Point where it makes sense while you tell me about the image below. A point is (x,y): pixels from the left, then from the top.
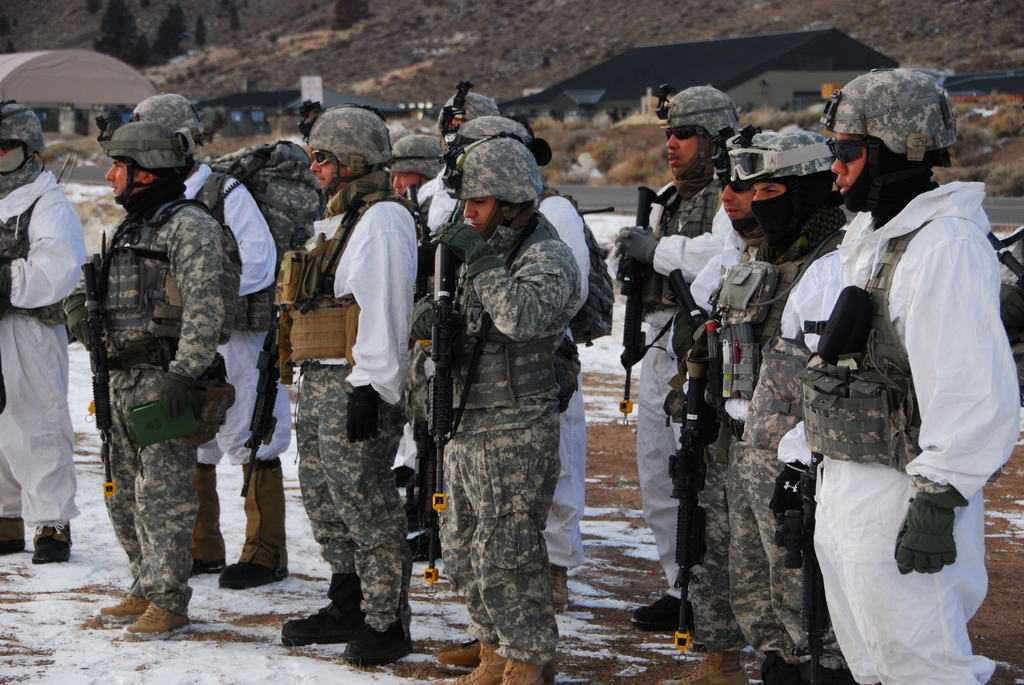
In this image there are group of people (462,386) standing and holding the rifles (99,410), and in the background (881,57) there is snow (88,403), trees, plants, houses (208,128).
